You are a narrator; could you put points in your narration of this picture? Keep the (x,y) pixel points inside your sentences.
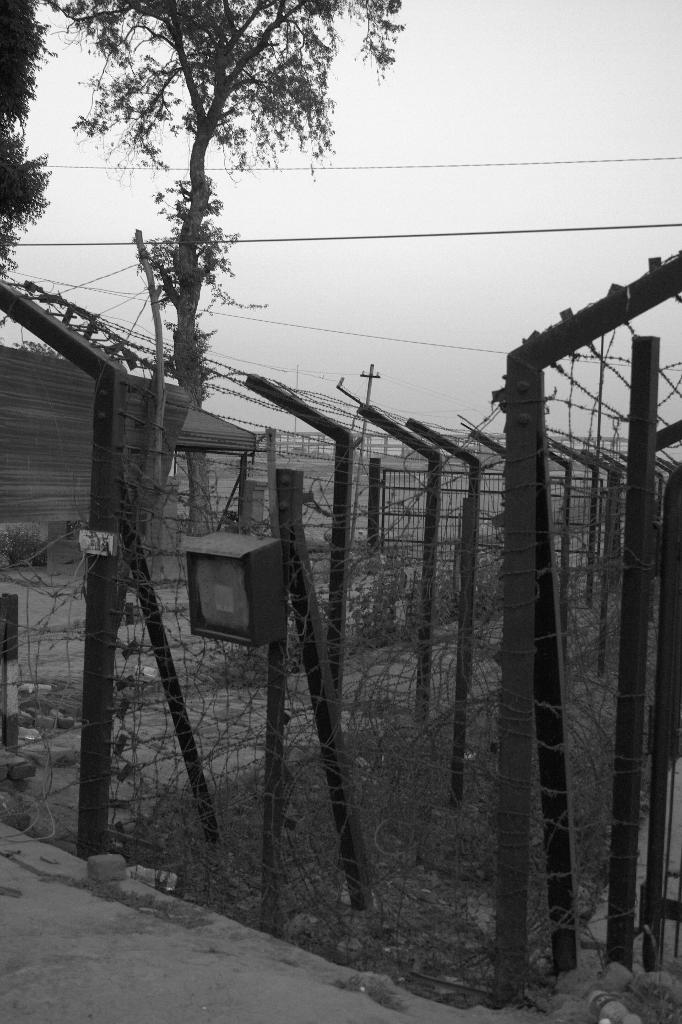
A black and white picture. Here we can see trees (88,53). A fence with rods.
